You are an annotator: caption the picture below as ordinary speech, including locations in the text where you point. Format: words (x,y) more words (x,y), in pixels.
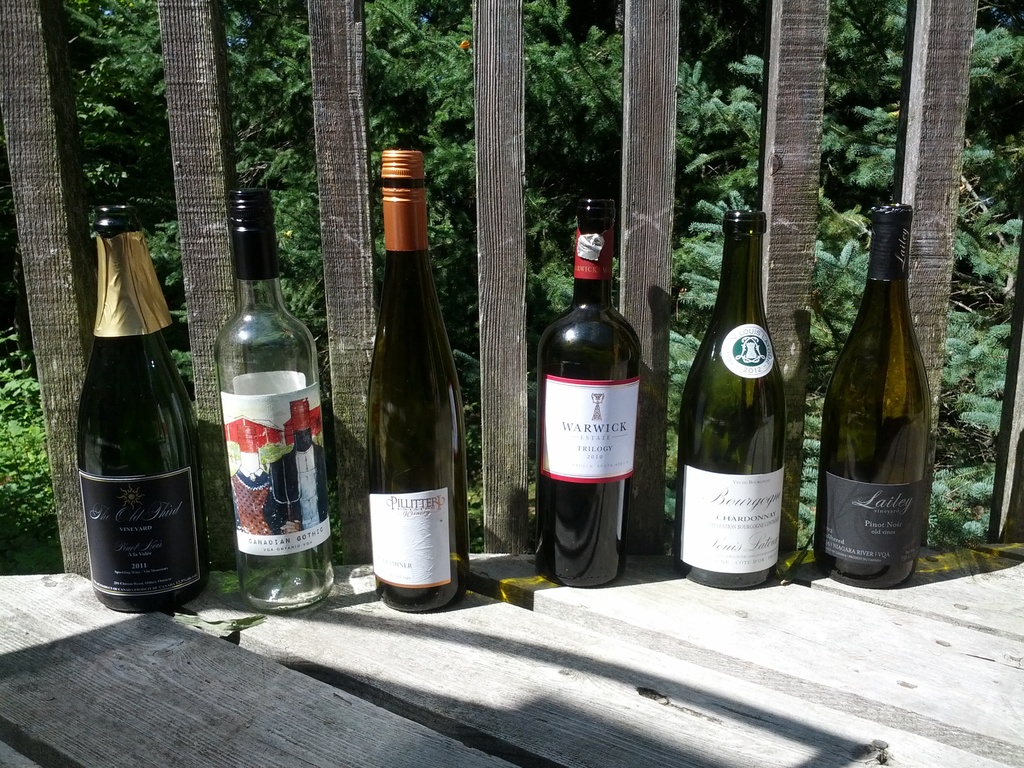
There are six wine bottles (158,465) placed on the wood (611,669). Not every bottle (412,195) is sealed with the metal cap (396,180). There are labels (436,545) attached to each bottle (755,500). At background (470,102) I can see trees (450,105).
